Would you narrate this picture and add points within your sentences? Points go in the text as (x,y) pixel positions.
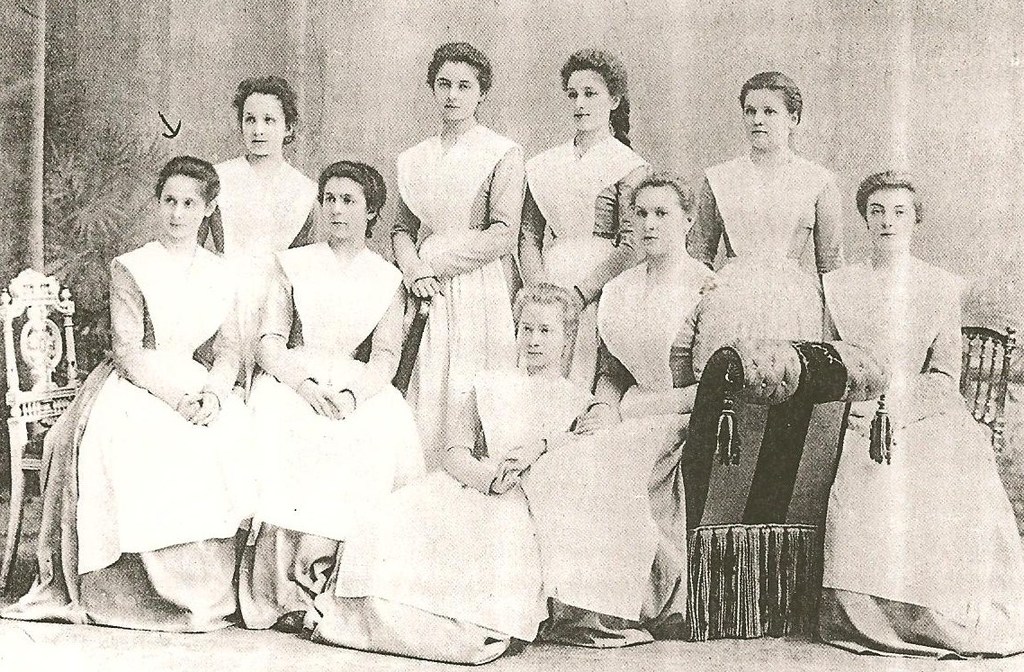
In this image I can see few people (542,401) are sitting on the couch (831,397) and few (711,245) are standing. I can see a chairs (829,383). The image is in black and white.
